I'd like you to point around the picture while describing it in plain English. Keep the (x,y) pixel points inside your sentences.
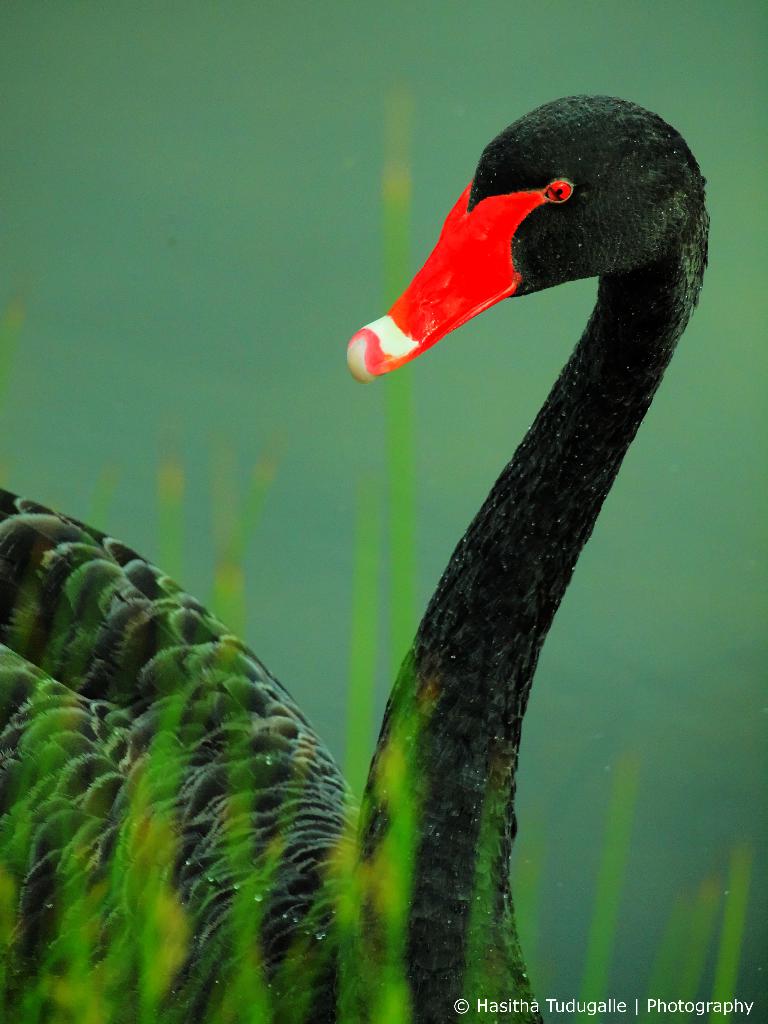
In this picture we can see a photo of a bird (195,621).
